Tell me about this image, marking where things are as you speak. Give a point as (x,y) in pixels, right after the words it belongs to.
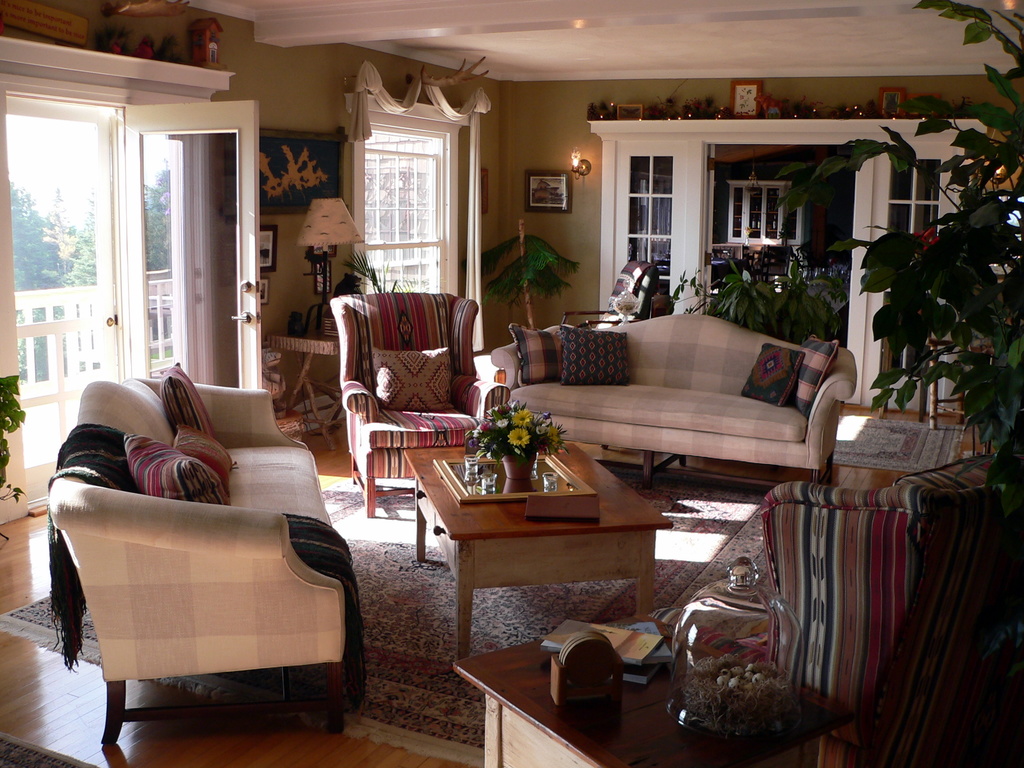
In this picture we can see sofas (238,526), chairs (892,557) with cushions (388,400) on it. Near to this we can see a table (468,465) and a beautiful flower vase (519,429) on it. This is also a table (719,741) and we can see a showpiece (744,642). These are books (635,656). On the background (660,271) we can see a lamp (313,239), door (163,221). Through this we can see trees (89,255). This is a balcony (86,341). This is a floor (312,761) and a carpet (408,638).
